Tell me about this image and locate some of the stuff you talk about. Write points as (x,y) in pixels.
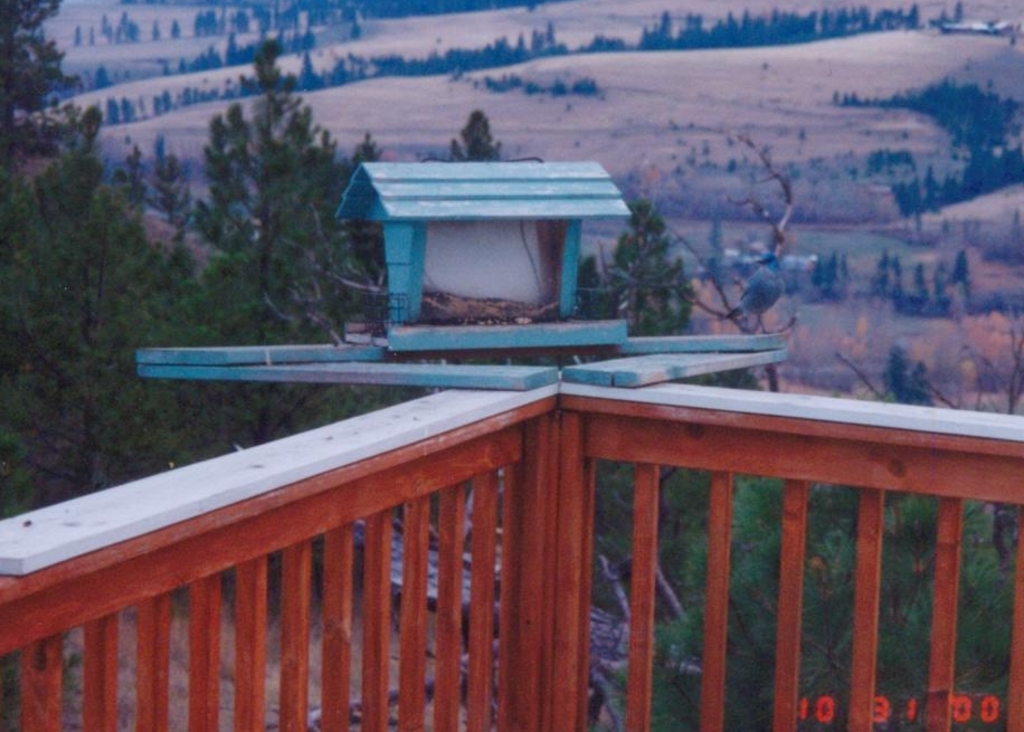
In this image we can see a bird feeder (494,264) placed on a wooden railing (560,540). In the background (2,249), we can see a group of trees (374,152).
